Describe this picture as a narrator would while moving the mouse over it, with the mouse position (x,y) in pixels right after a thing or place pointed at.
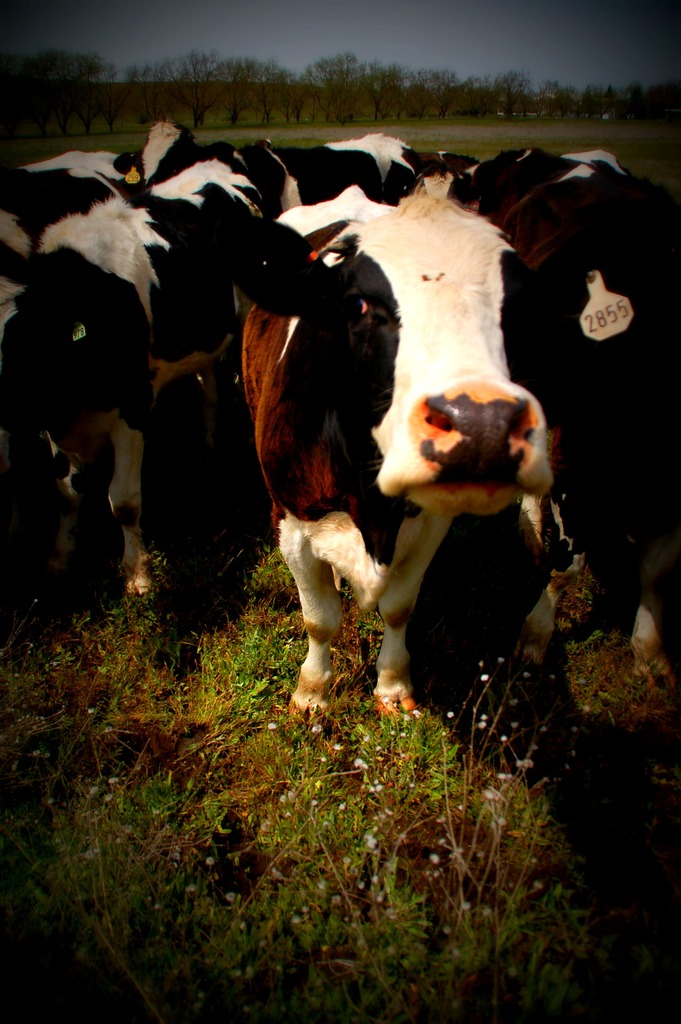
In the center of the image (329,444) there are cows (182,355). At the bottom (308,899) there is grass (367,818). In the background (97,77) there are trees (331,79) and sky (331,14).
